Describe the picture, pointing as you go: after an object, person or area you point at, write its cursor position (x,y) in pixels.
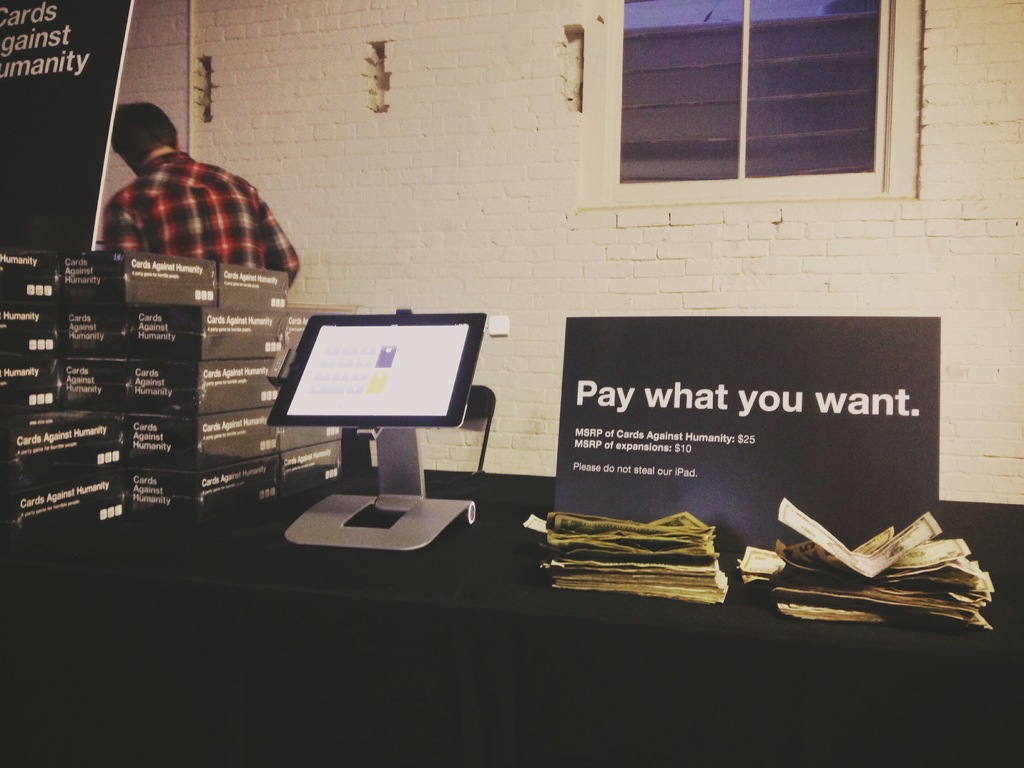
In this picture we can see a table (514,614) in the front (554,598), there are some boxes (110,447), a board (714,462), a tab (449,396) and currency (826,575) present on the table (754,595), in the background (433,144) there is a wall (426,126), we can see a person (258,196) on the left side (184,202), there is a window (772,122) here.
